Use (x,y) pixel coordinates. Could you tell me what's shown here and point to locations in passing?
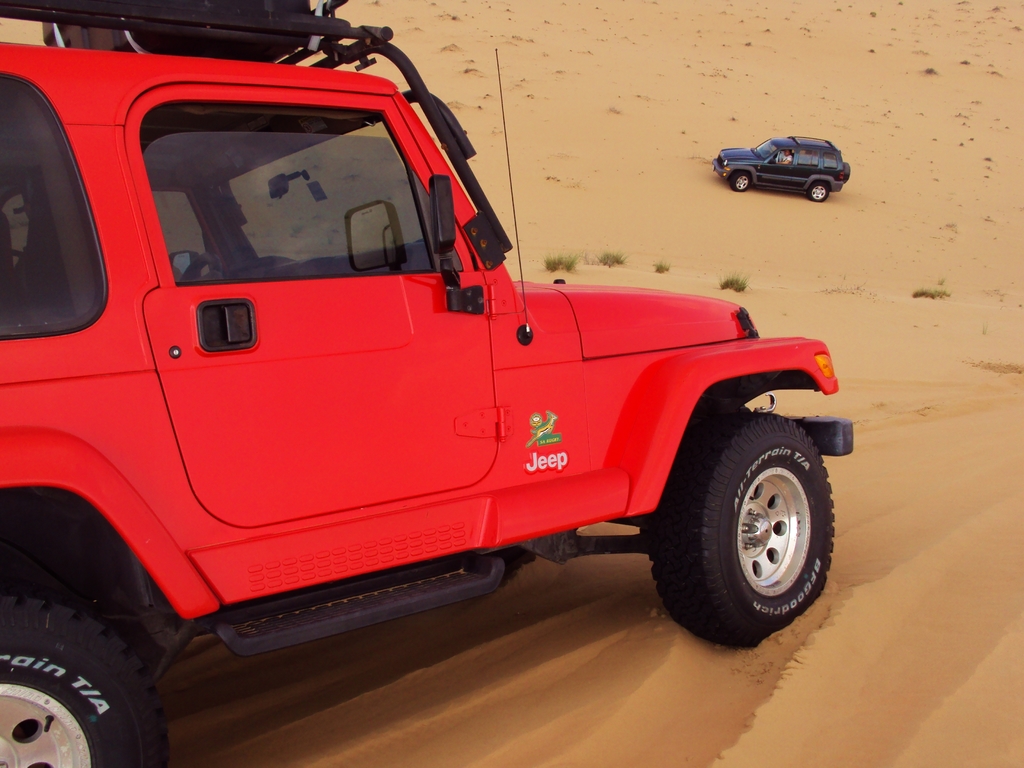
In this image, we can see two vehicles (702,496) are on the sand (748,673). Background we can see few plants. Here we can see a person (789,158) is there inside the vehicle (780,158).
